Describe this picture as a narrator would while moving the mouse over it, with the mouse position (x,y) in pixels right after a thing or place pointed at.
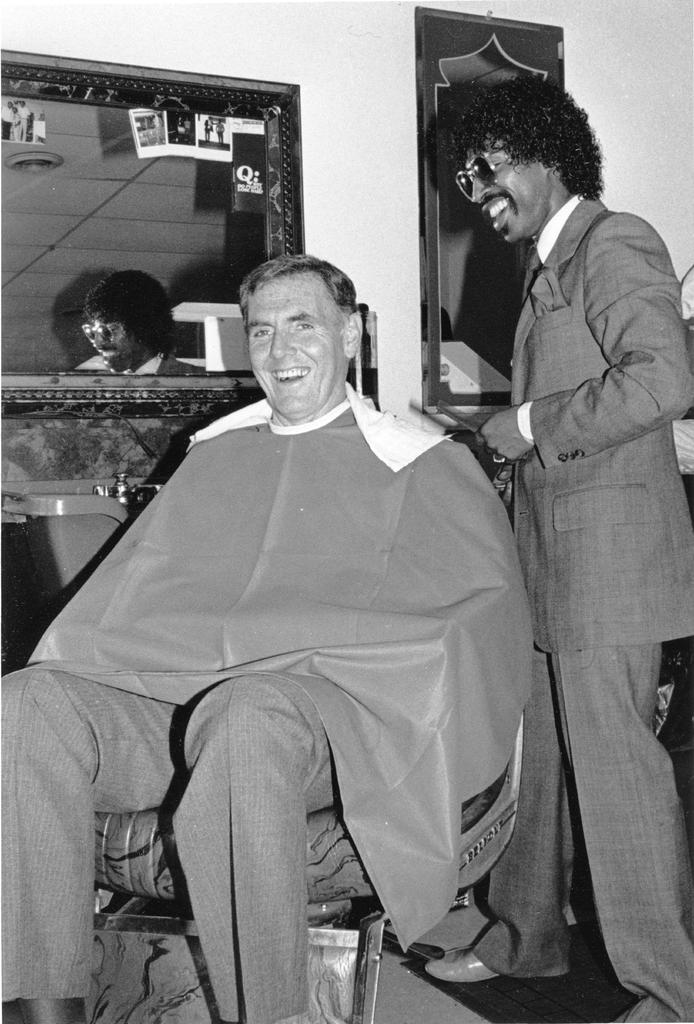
In this picture I can see there is a person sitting in the chair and there is a towel (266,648) wrapped around his neck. There is another person (630,406) standing behind him and there is a mirror (159,252) at left side (132,179) and there is a wall (311,113).
